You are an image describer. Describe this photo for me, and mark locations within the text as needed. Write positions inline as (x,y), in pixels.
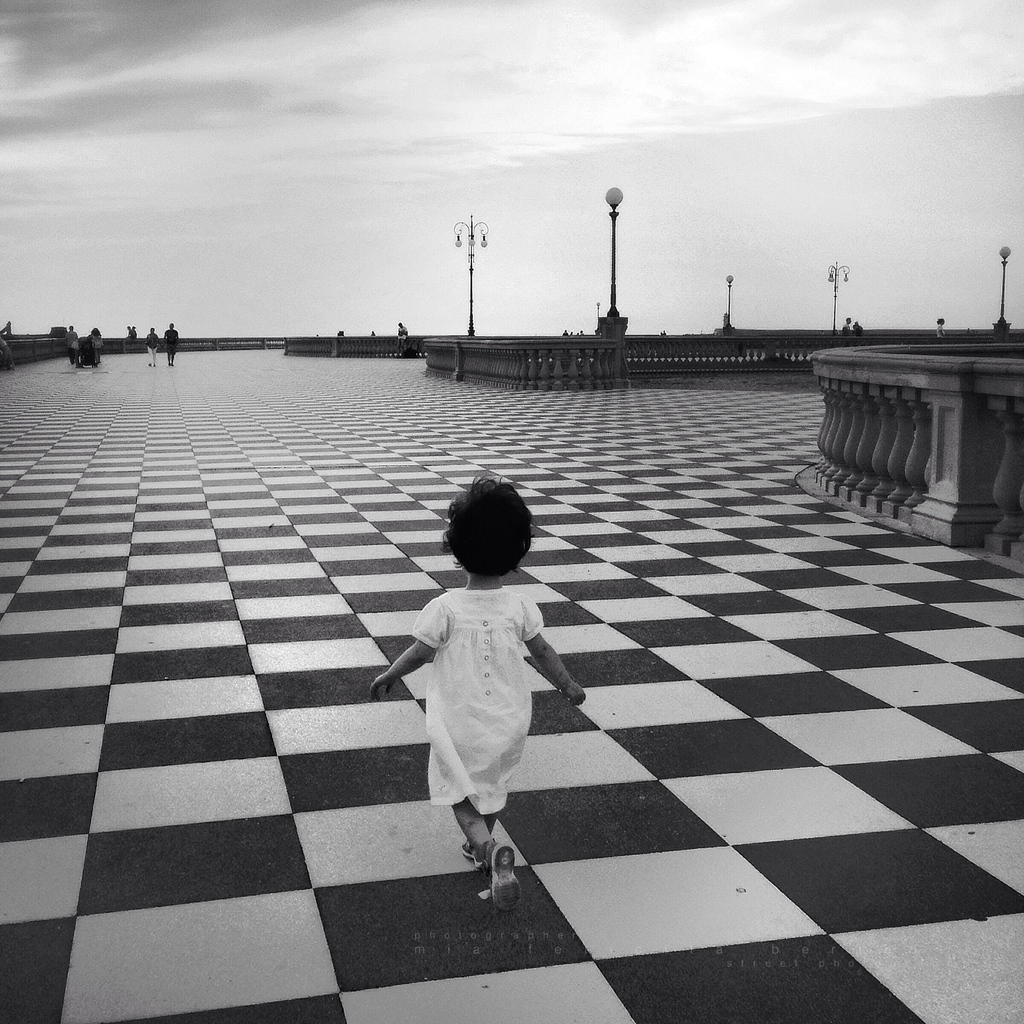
In this picture there is a girl (411,660) walking. At the back (424,364) there are group of people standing and there are light poles (1005,279) and there are railings (994,523). At the top (377,91) are clouds (609,31). At the bottom (938,948) there is a marble floor (835,961).
